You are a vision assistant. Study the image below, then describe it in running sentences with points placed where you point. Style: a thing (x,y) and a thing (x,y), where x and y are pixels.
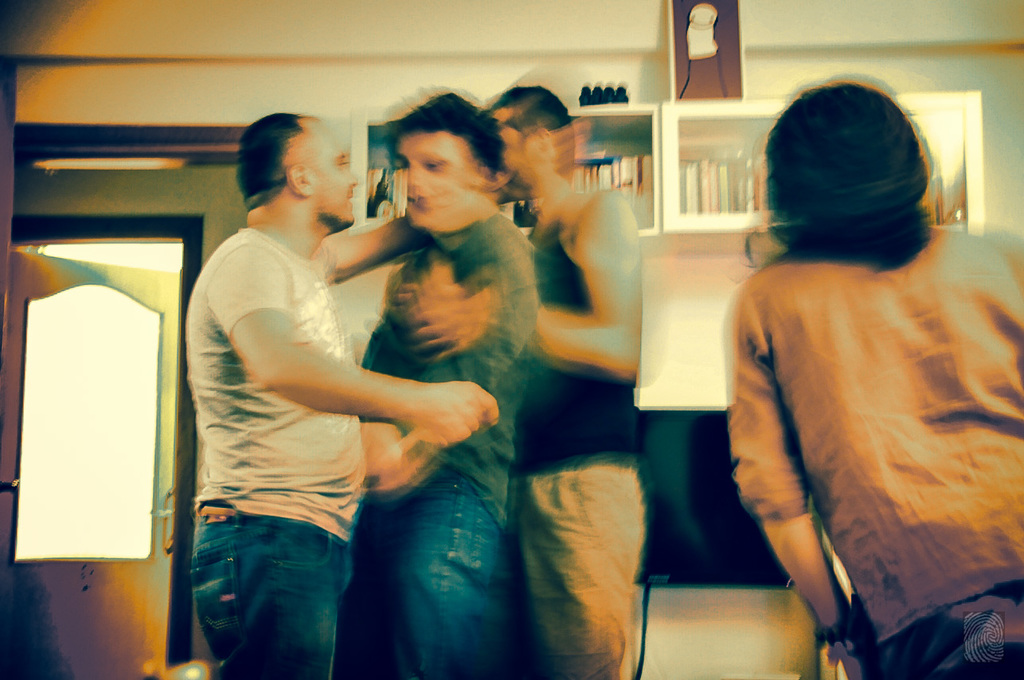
In this image there are some people (479,492) standing, and in the background (655,216) there are some shelves (704,222). In that shelves (731,145) there are some books (579,178), and in the center (662,435) there is one television (662,435). On the left side (114,357) there is a door (129,599), at the top of the image (696,62) there is one photo frame (693,61) on the shelf (647,105) and in the background (62,77) there is wall (909,62).
